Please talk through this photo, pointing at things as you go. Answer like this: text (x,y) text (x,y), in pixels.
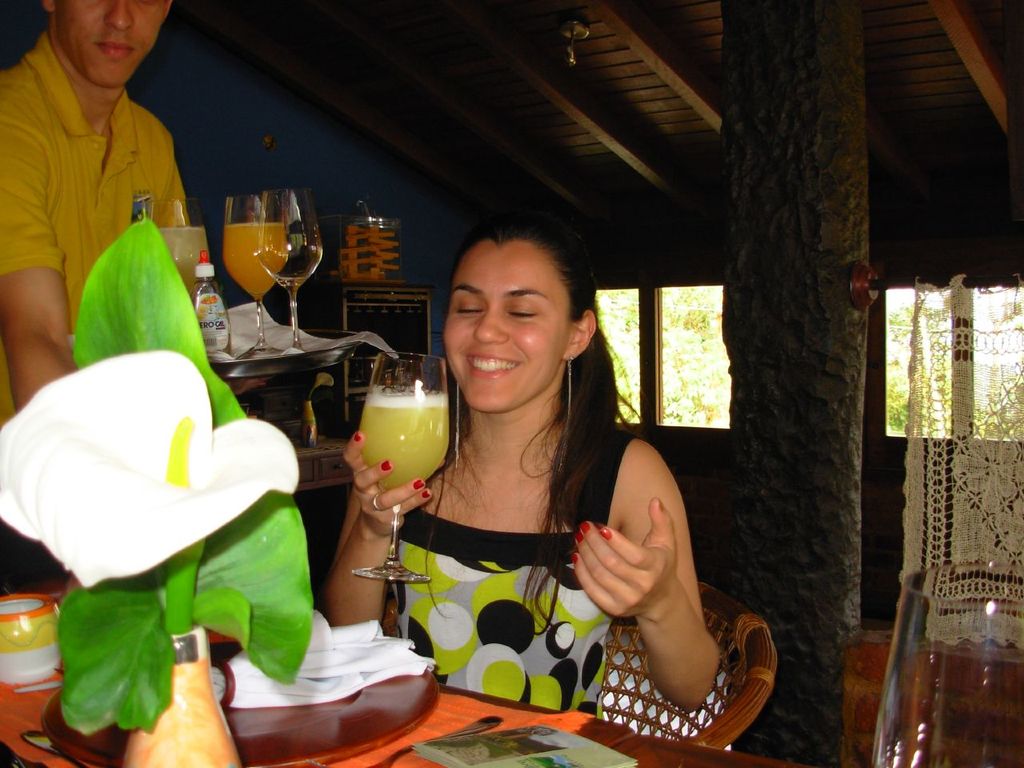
This picture is of inside. In the foreground (419,736) we can see a table (651,762) and on the top of the table (693,748) there is a flower vase (135,754) a jar (25,624) and a book (485,758), behind that there is a woman (515,501) smiling, holding a glass of drink (426,473) and sitting on the chair (723,722). On the left corner (46,89) there is a man (50,162) wearing yellow color t-shirt (73,159), standing and holding platter of glasses (296,255). In the background (656,245) we can see a wall (333,160), a machine (402,284) and a window (699,319) through which we can see the plants (709,379).
